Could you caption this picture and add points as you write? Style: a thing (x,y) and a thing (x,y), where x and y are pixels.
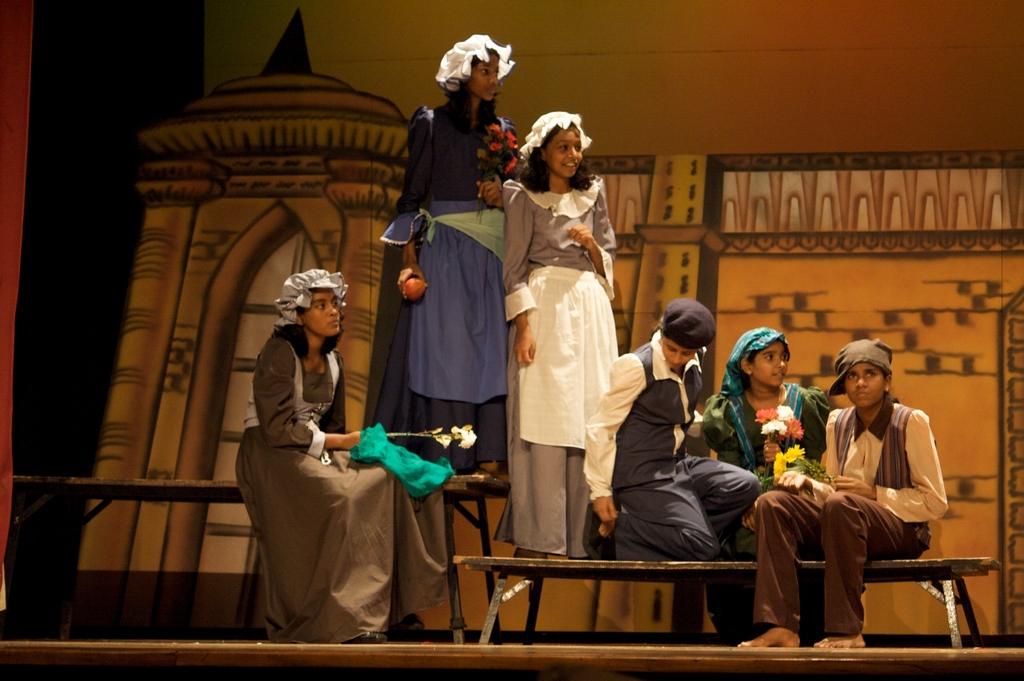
In this image we can see a group of people (491,275) on the benches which are placed on the surface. In that some are sitting. We can also see some people (455,404) holding the bunch of flowers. On the backside (705,356) we can see a wall (709,367) with the picture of a building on it.
